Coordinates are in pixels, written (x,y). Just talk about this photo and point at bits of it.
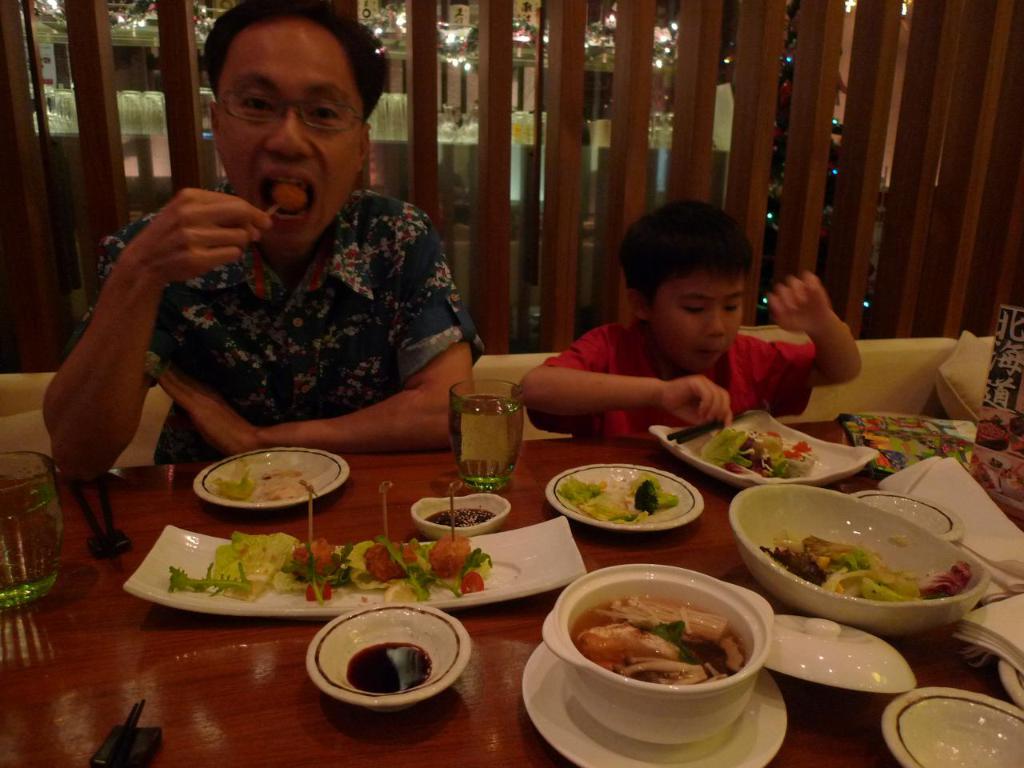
In this image there is a table (626,550) on which there are so many dishes (764,441) kept in the plates (698,458) and bowls (701,581). In front of the table (382,459) there are two persons (644,352) who are eating the food (738,447). On the table (85,552) there are glasses (474,430), plates (305,479), bowls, chopsticks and tissue papers (957,484).
